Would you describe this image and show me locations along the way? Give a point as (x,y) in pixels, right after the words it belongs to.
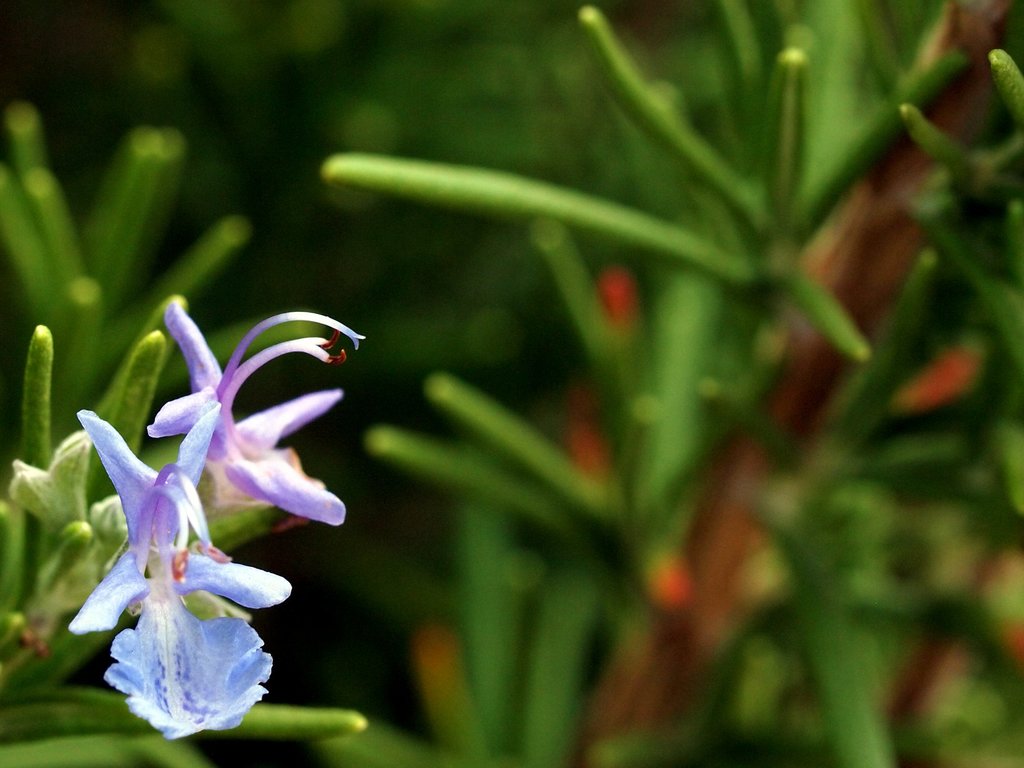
In the image we can see there are flowers (211,438) on the plant (5,552) and behind there are plants (692,345). Background of the image (829,398) is blurred.
